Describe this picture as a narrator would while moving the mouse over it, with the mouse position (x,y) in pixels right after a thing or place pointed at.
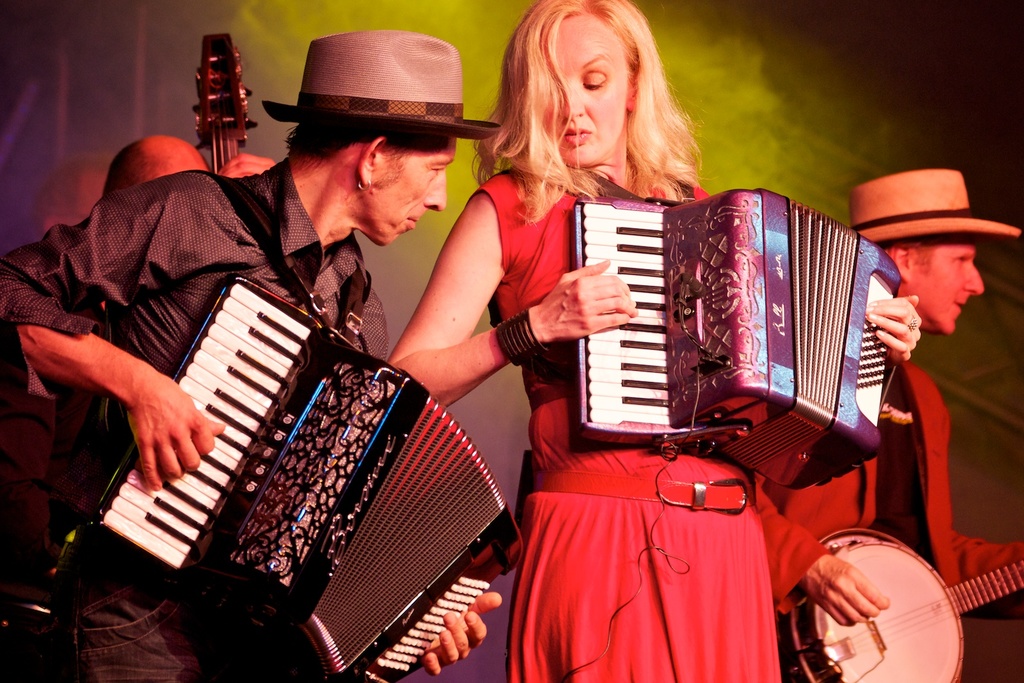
On the left side (321,198), there is a person (395,178) wearing a cap (391,70) and playing a musical instrument (244,488). Beside him, there is a woman (577,485) in a red color dress (560,388), standing and playing a musical instrument (667,306). On the right side (931,318), there is a person (940,215) wearing a cap (932,217) and playing a banjo (912,601). In the background (196,103), there is another person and there is smoke (473,59). And the background (12,21) is dark in color.
